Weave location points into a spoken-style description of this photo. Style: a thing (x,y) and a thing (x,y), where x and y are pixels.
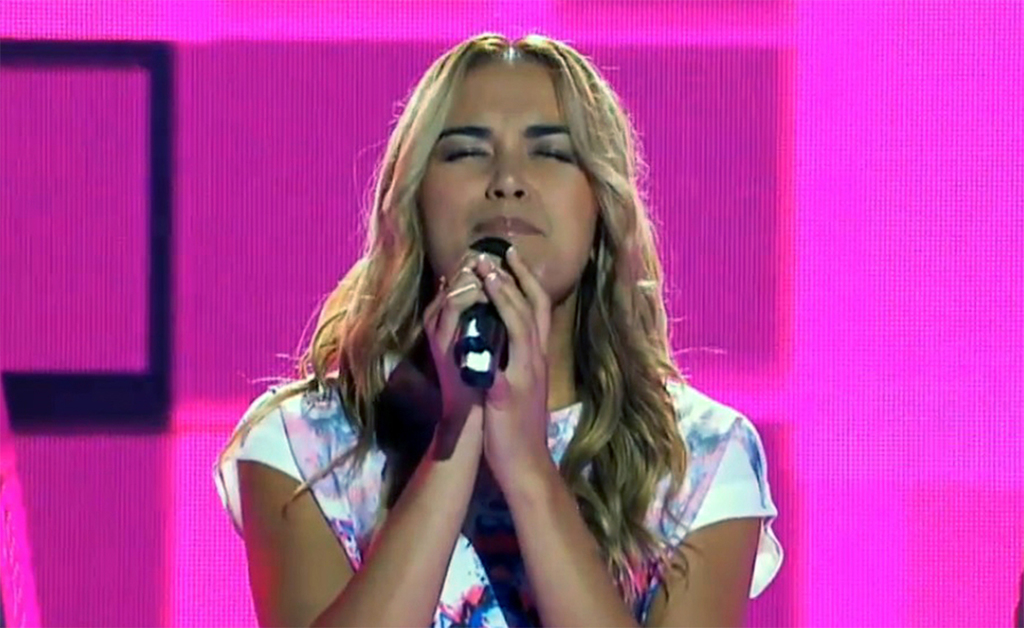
In the image there is woman (380,301) holding mic (472,323) and the background (961,348) is a pink screen (150,178).
